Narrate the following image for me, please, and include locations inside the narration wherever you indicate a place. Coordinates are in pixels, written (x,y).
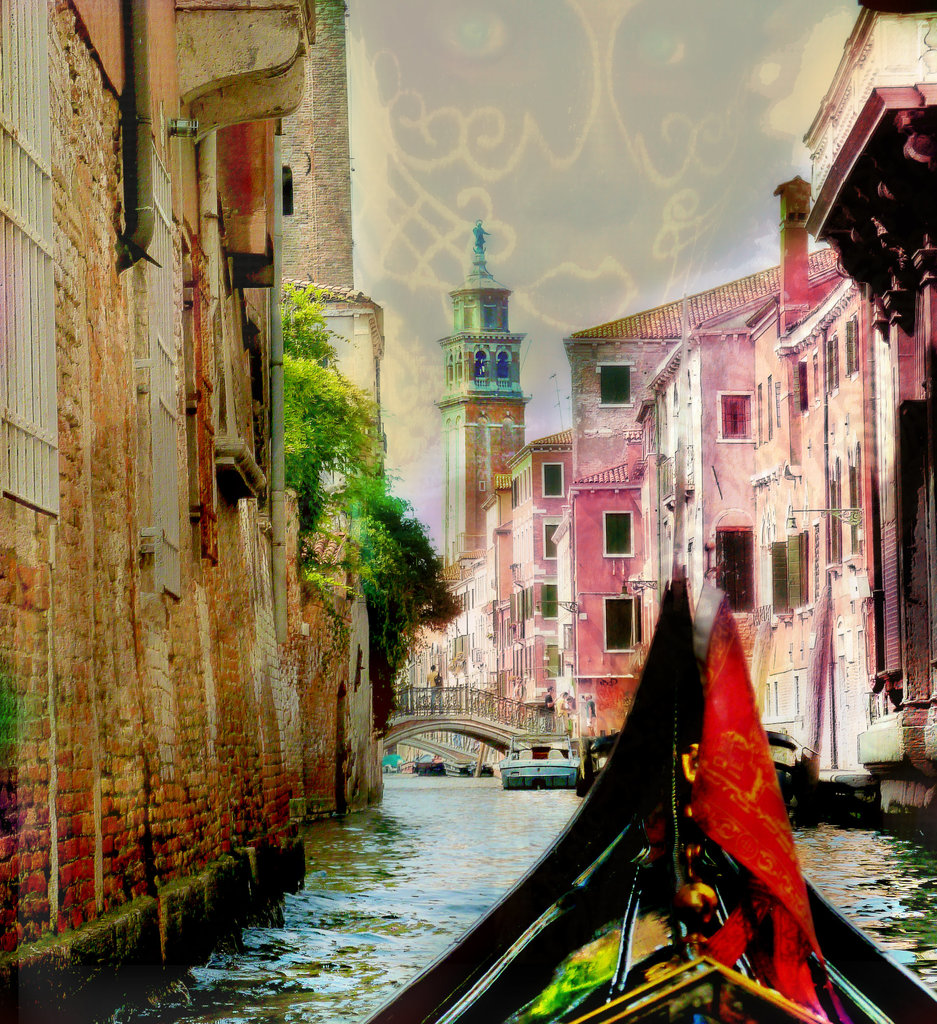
In this image I can see few boats (586,865) on the water (436,892), background (696,452) I can see few buildings (245,586) in brown, white and cream color and I can see the trees (432,597) in green color and the sky (557,129) is in white color.
